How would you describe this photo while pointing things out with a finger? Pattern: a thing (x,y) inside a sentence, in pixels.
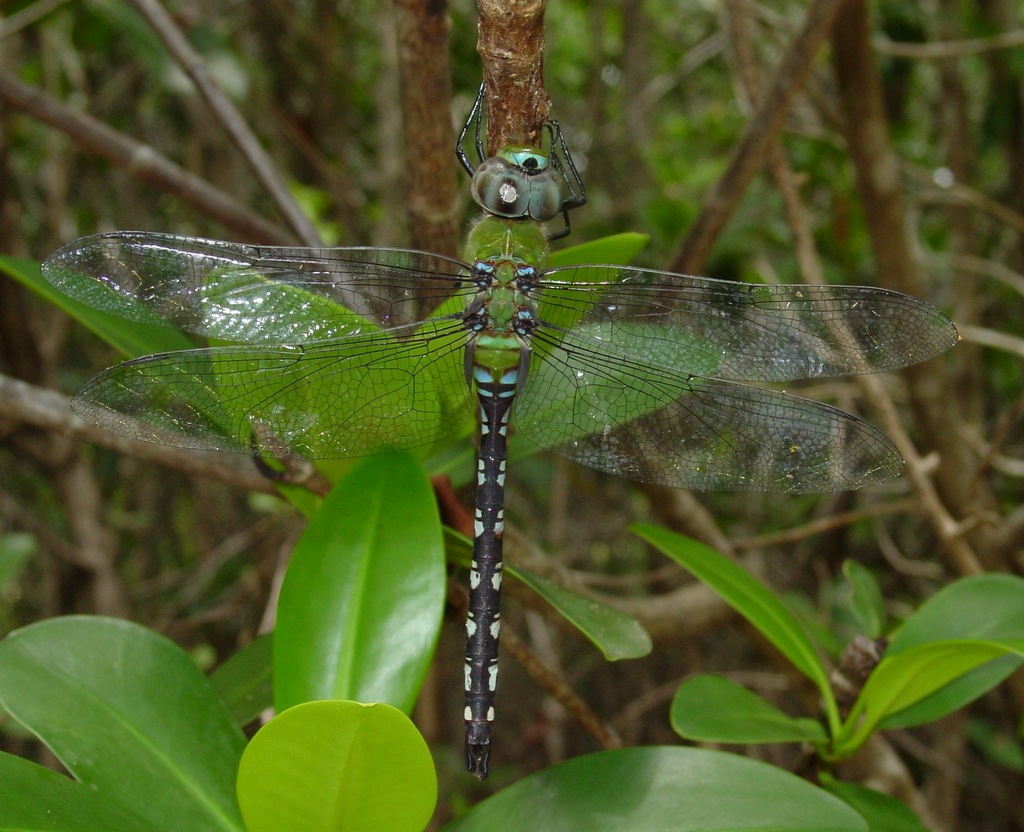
In this image there is a dragonfly (564,368) on the stem (491,140). At the bottom (382,637) there are green leaves (402,677). In the background (442,213) there are trees (896,187) and wooden sticks (884,418).
